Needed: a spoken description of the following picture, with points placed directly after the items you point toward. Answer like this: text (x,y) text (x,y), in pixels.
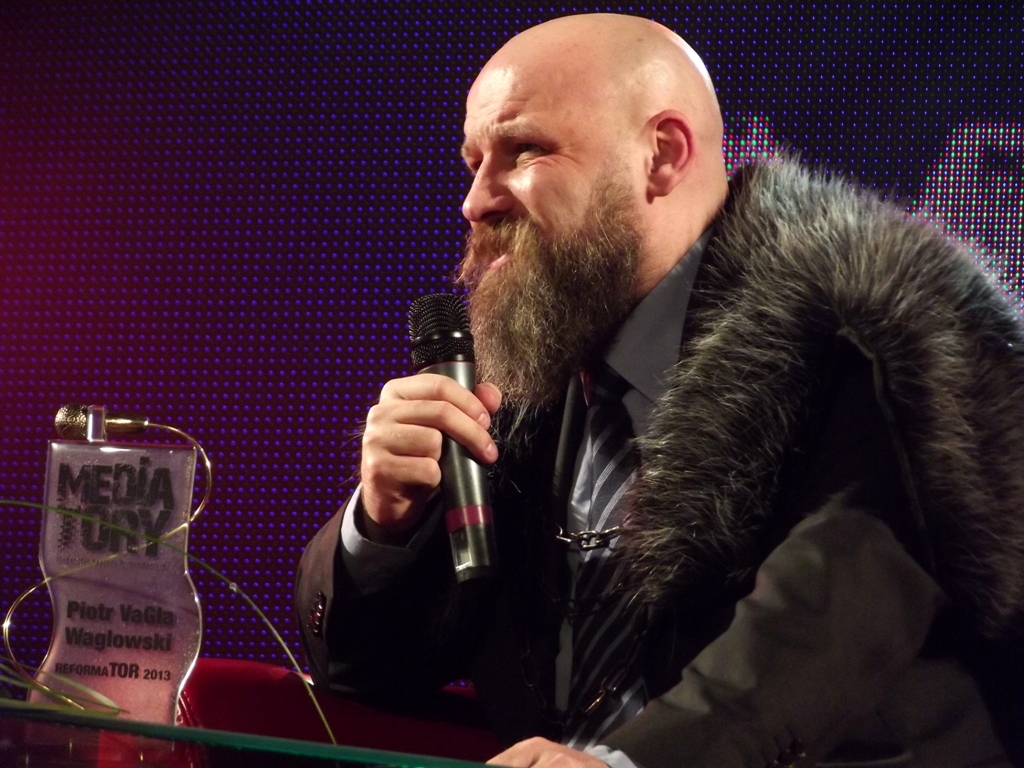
In this image I can see the person (682,417) wearing the dress (695,442) and holding the mic (473,480). In-front of the person (440,502) I can see the glass board (83,569) on the podium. I can see there is a black and purple color background (242,364).
